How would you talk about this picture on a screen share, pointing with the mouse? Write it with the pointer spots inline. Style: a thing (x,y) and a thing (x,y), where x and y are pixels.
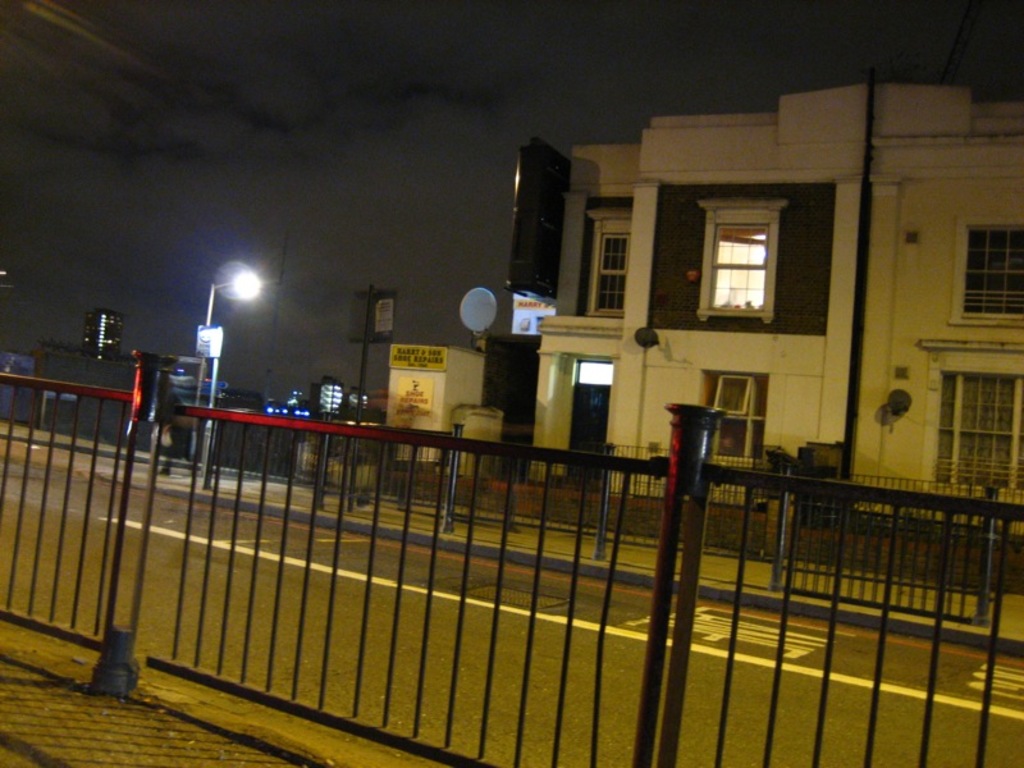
In this image, we can see buildings (781,312), poles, lights (284,411), boards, a mesh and we can see a railing (211,532). At the bottom (409,652), there is a road (315,618) and at the top (307,165), there is sky (249,198).
